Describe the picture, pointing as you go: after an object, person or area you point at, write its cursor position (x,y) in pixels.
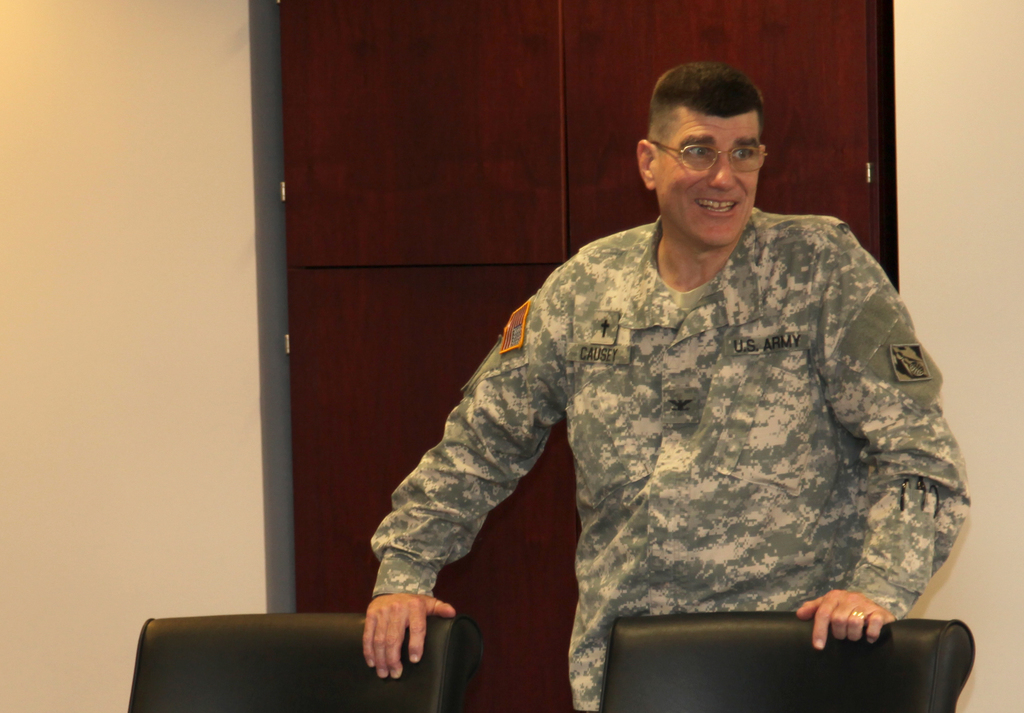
In this image we can see a person (767,241) wearing specs (710,156). He is standing. There are chairs (436,653). In the back (513,143) there is a cupboard (419,152) between the walls (938,67).
